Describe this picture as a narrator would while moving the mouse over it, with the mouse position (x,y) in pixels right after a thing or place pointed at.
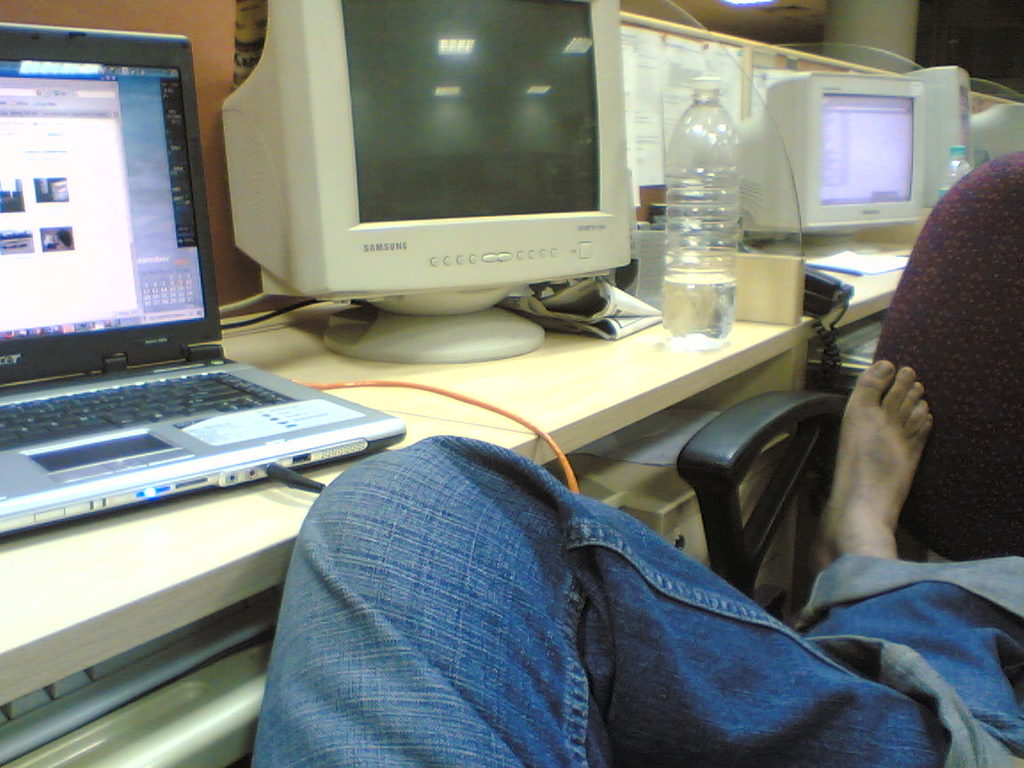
This is a person leg (706,629) on this chair (949,338). On this table (464,406) there is a monitor (498,181), bottle (696,149), posters (684,100) and laptop (104,281).
